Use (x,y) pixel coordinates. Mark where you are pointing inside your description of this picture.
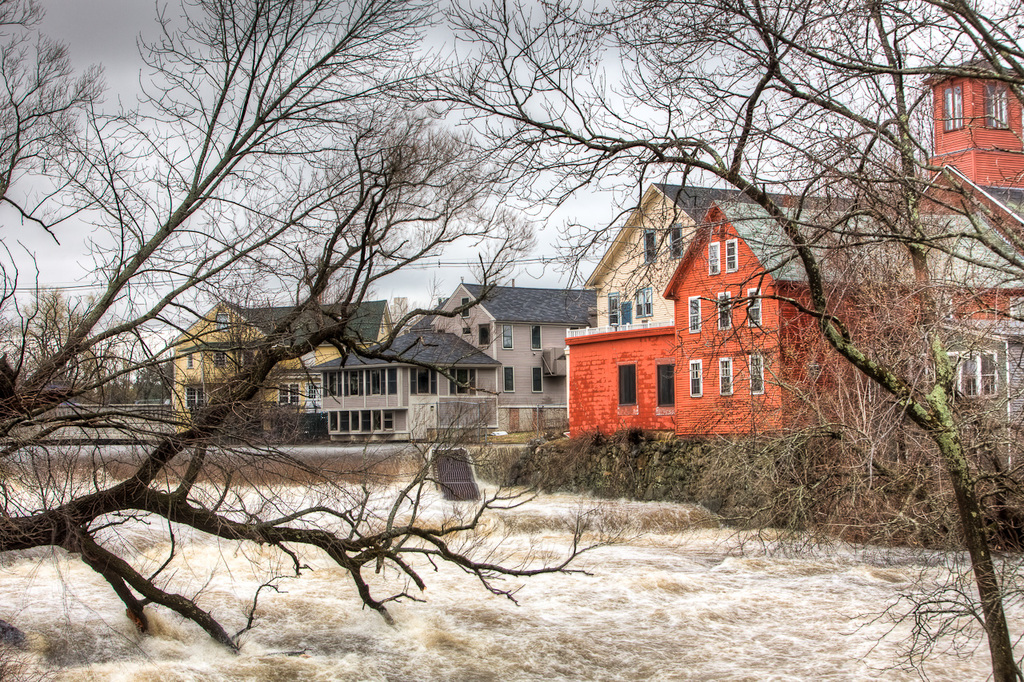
In the background of the image (604,324) there are houses (520,375). In the center of the image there is water (347,608). In the foreground of the image (330,253) there are trees (839,393).
